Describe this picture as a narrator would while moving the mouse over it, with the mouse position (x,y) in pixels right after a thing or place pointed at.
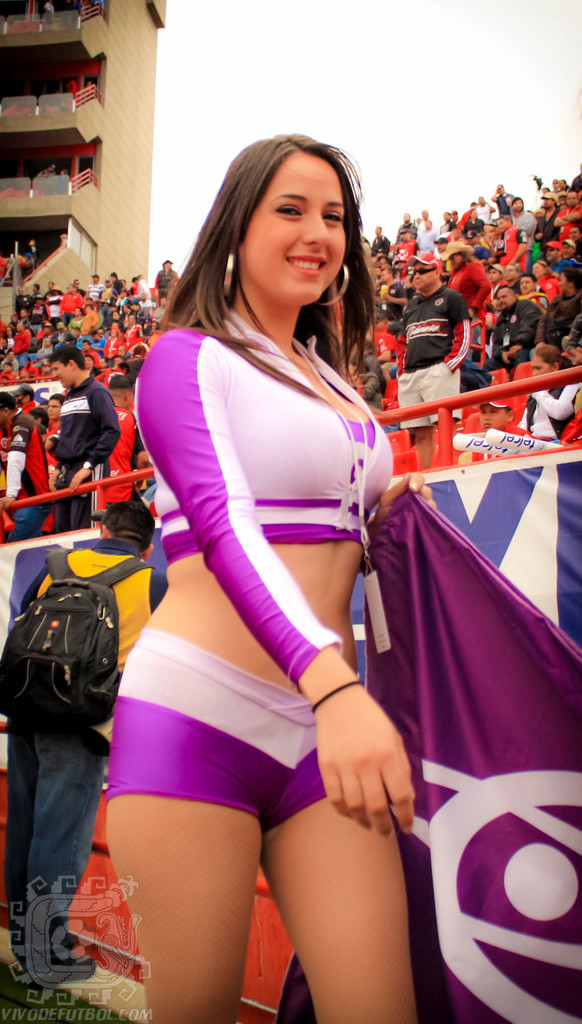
In the center of the image (278,417) there is a woman (195,569) standing and holding a flag (488,757). In the background (39,568) there is a fencing (10,591), crowd (506,319), building (101,45) and sky (254,129).
